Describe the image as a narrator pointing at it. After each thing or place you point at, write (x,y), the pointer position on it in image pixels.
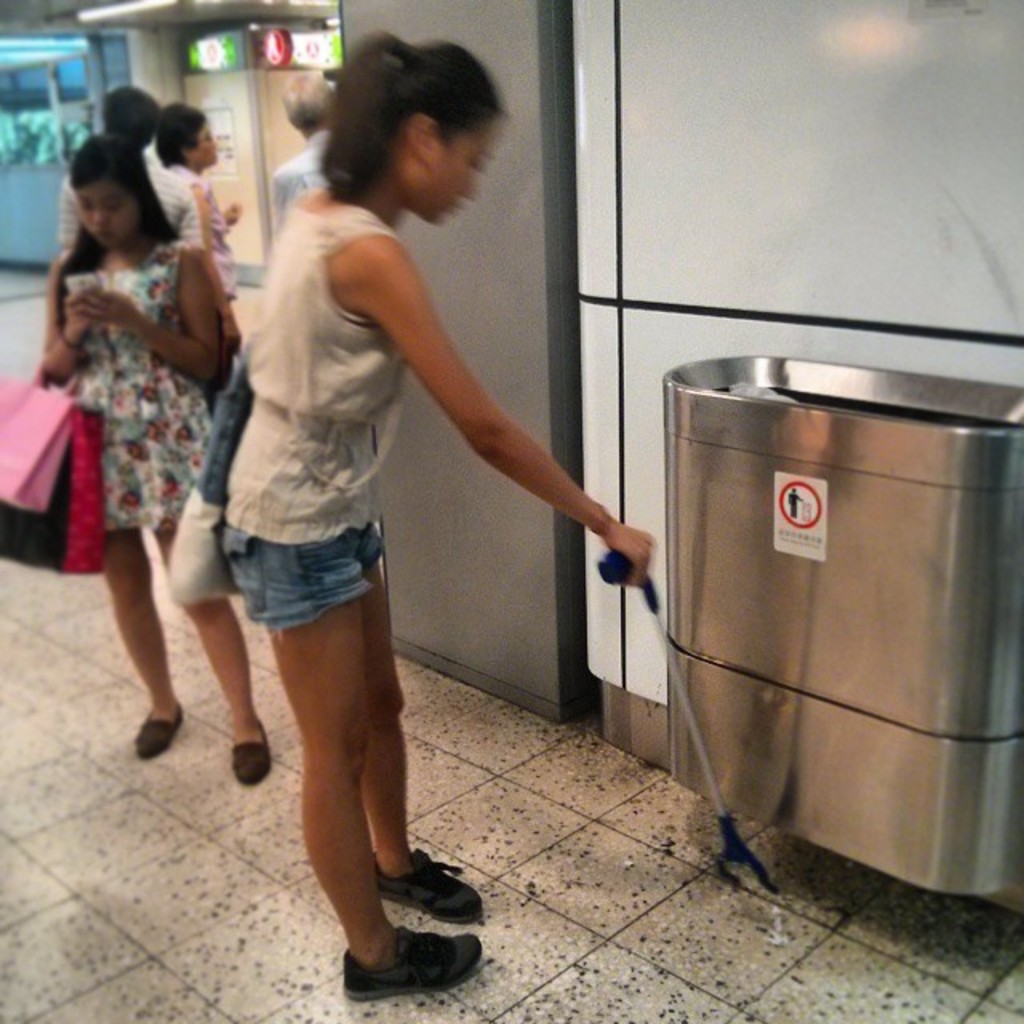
In this image I can see a woman (414,329) holding a stick (605,573) wearing a backpack (211,433) another woman (183,305) standing behind and I can see three more people (168,156) facing towards the back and I can see a trash can (731,509) towards the right hand side of the image (752,518).
